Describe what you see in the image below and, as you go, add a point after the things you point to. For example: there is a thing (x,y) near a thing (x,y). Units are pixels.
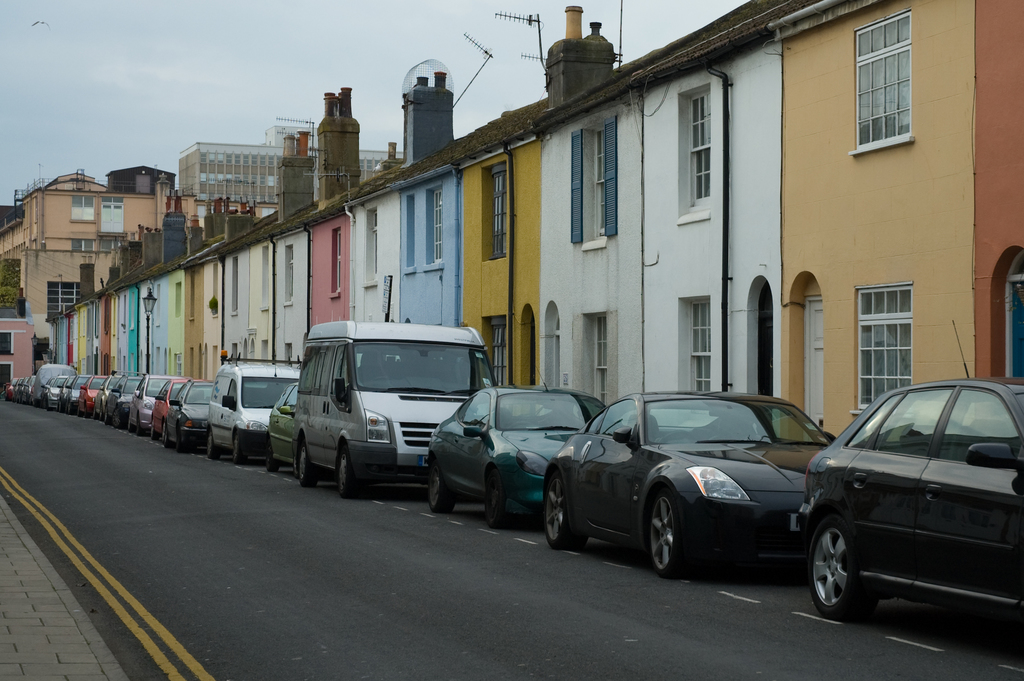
In this picture we can see some vehicles (683,421), on the right side (860,240) there are some buildings (287,236), there is road (435,581) at the bottom (286,642), we can see the sky (200,55) at the top of the picture (259,60), there is a pole (147,334) and a light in the middle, we can see pipes (137,295) of these buildings (353,306).
